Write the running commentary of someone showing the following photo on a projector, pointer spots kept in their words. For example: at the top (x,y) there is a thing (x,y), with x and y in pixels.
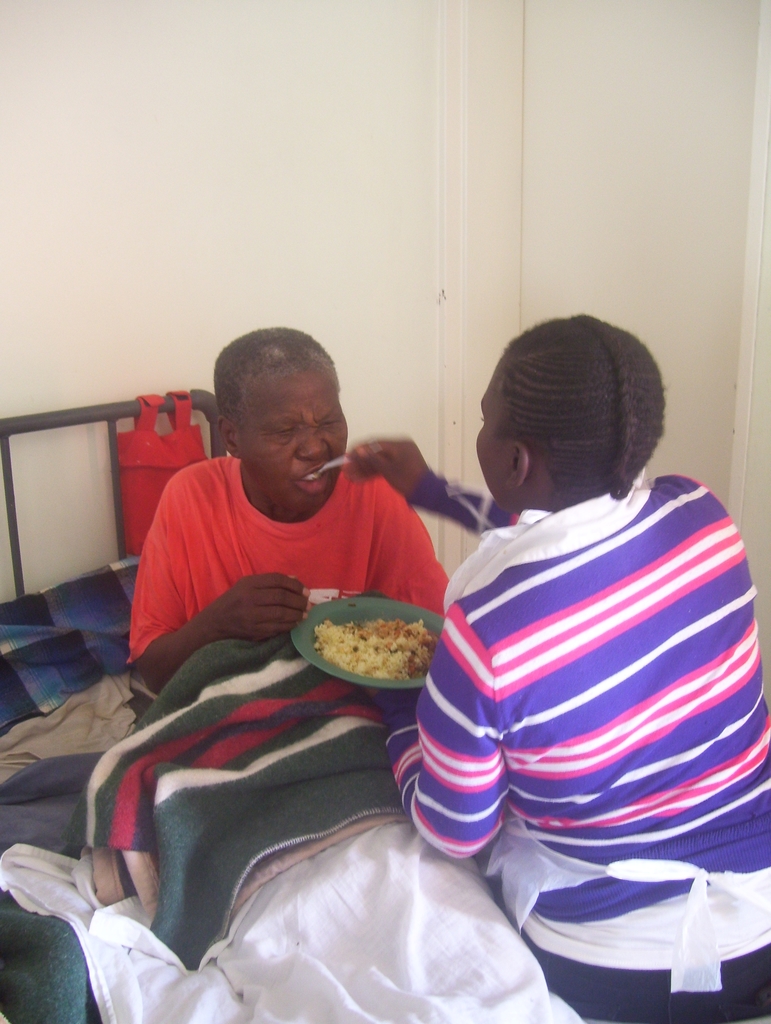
There are two people (243,601) sitting on a bed (96,714). I can see a person (482,704) holding a plate (402,608), which contains food (412,636). These are the blankets (184,743). This looks like a bag (165,468), which is red in color. In the background (206,91), I can see the wall (366,176).
